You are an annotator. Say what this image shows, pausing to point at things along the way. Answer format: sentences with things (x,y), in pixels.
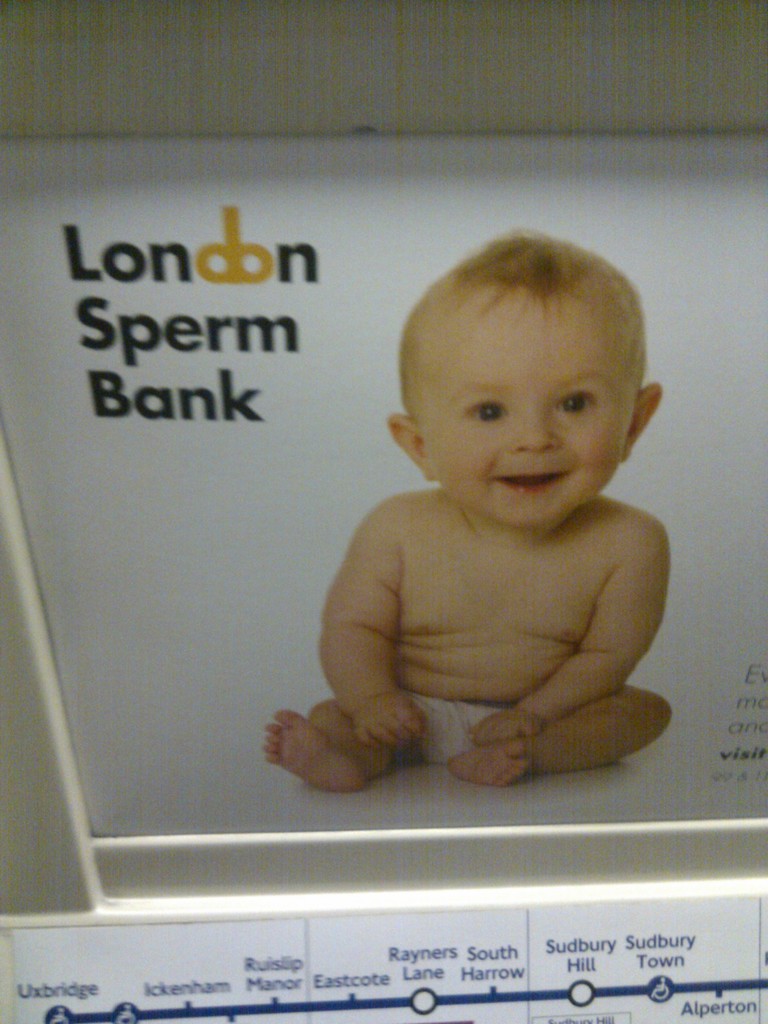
In this image, we can see a poster (713,811), on that poster (526,697) we can see a picture (440,726) of a baby (413,717) and some text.
